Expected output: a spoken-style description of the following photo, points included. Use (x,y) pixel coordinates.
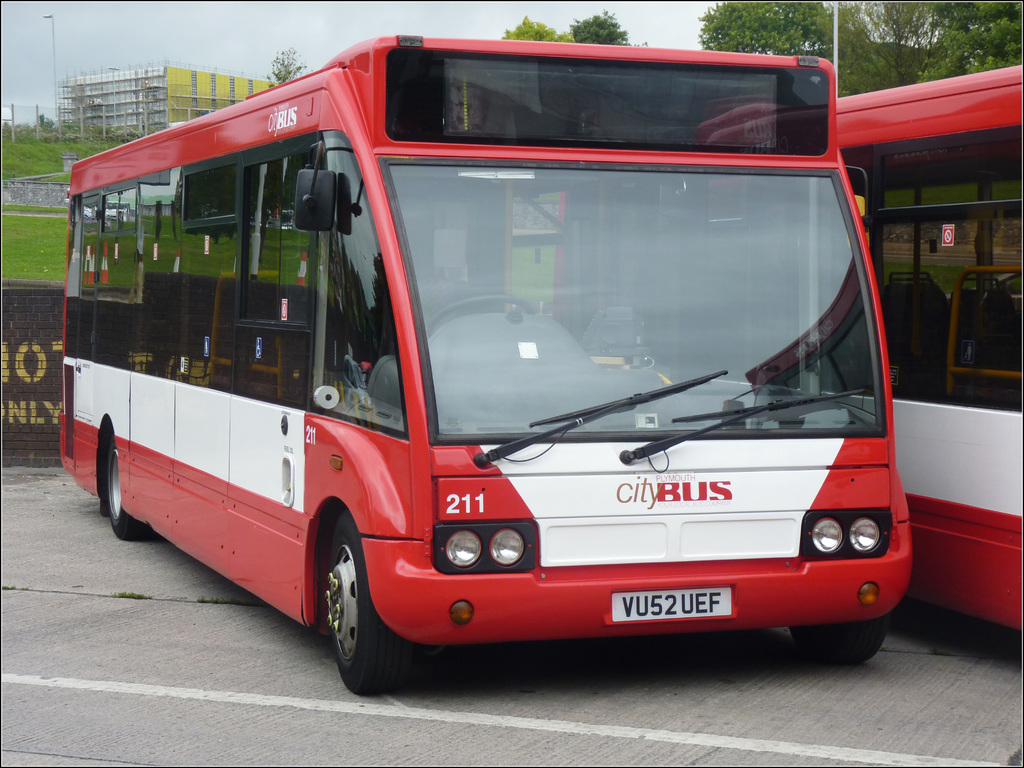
In this picture I can see two buses (558,465) in the middle (661,465), in the background (961,11) there are trees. On the left side (191,93) there is a building (87,110), at the top (308,60) there is the sky (412,26).
